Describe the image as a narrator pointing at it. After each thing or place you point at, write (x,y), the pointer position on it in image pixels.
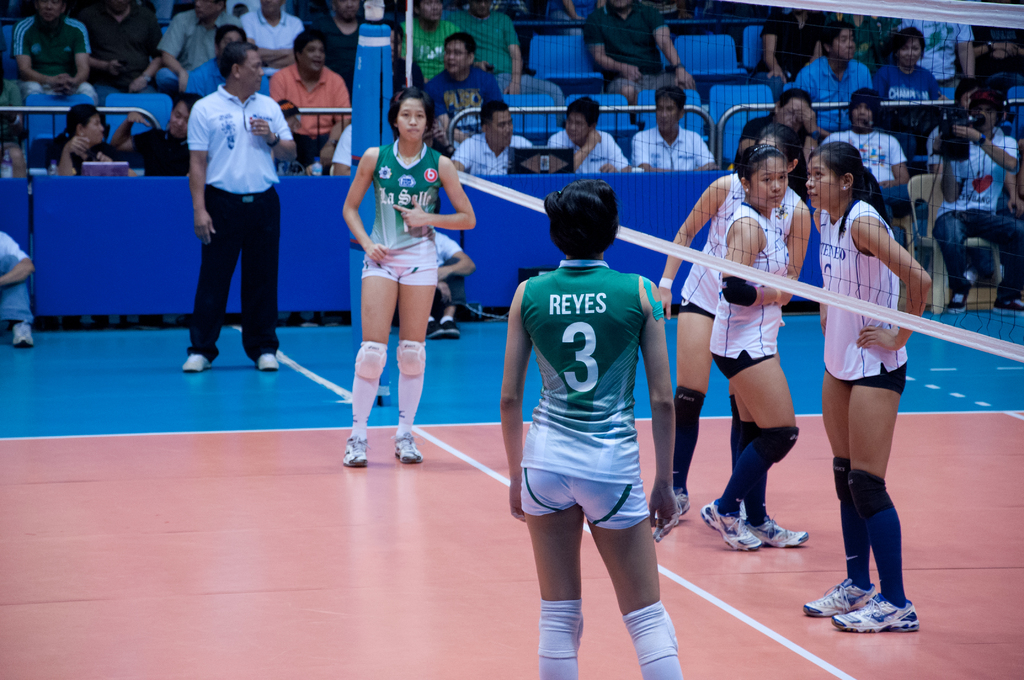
In this image we can see a group of people (543,348) standing on the ground (467,496). On the backside (590,146) we can see a group of people (577,136) sitting on the chairs (552,129) beside a fence (641,200). On the right side (978,208) we can see a person (955,306) holding a camera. We can also see the net (929,184) and two people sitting on the ground (45,435).
